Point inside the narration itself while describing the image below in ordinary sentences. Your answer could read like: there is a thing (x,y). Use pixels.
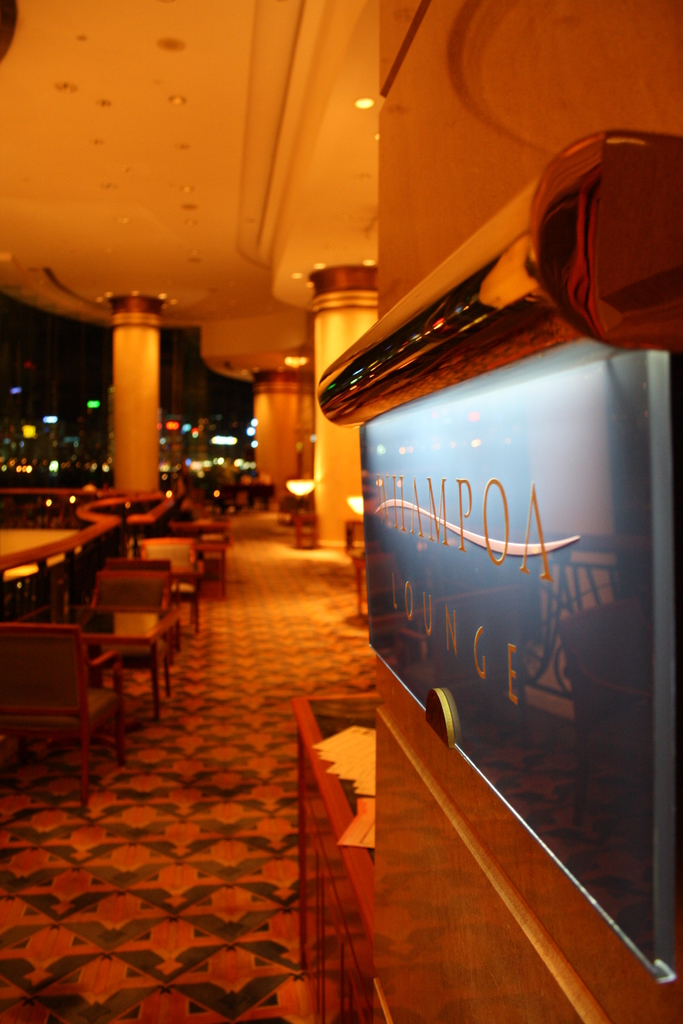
In the foreground of this image (585,670), on the right (586,600), there is a board (516,570) to the wall (485,155). In the background (140,392), there are pillars (320,378), ceiling (259,292), chairs (183,573), tables (122,626), railing (63,545) and the floor (259,631).
